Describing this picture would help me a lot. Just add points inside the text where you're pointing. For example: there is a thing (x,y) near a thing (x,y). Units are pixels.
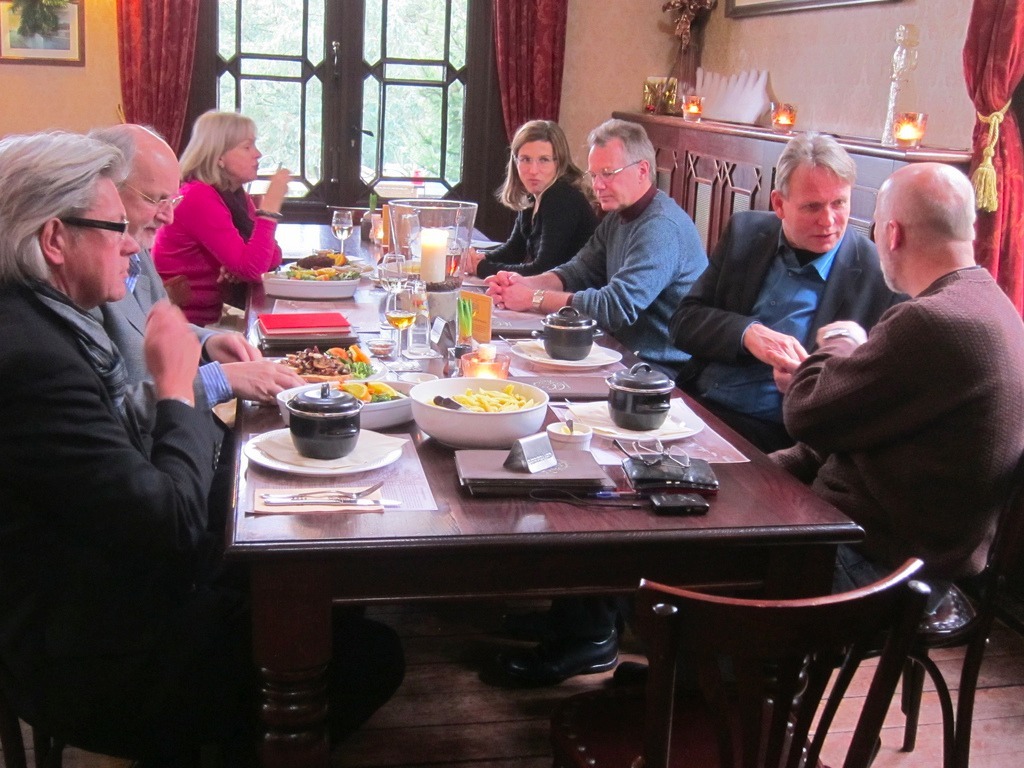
In this picture there are some people (113,296) sitting around the table (737,574) in their chairs (833,609). There are men (782,274) and the women (162,241) in this group (152,319). On the table (458,448), there is a food (477,409) in the bowl (491,421), some dishes (651,392), plates (556,361) here. In the background (516,86) there are some curtains (176,53) and trees (280,87) through the window (383,64).
